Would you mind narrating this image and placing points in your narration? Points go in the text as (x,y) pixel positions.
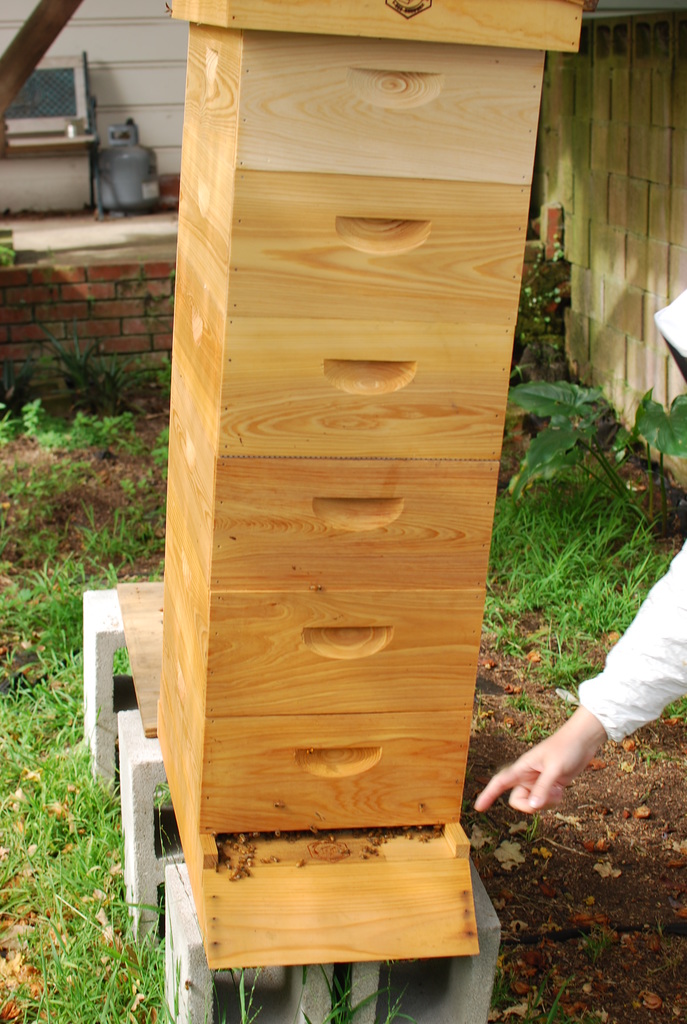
In this image I can see a person's hand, few concrete blocks (178,923) which are white in color on the ground (88,853) and on the concrete blocks (148,857) I can see a wooden structure (349,697) which is cream and brown in color. In the background (642,570) I can see few plants (569,416) which are green in color, the wall (108,316) which is made up of bricks (108,316) and few other objects (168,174).
